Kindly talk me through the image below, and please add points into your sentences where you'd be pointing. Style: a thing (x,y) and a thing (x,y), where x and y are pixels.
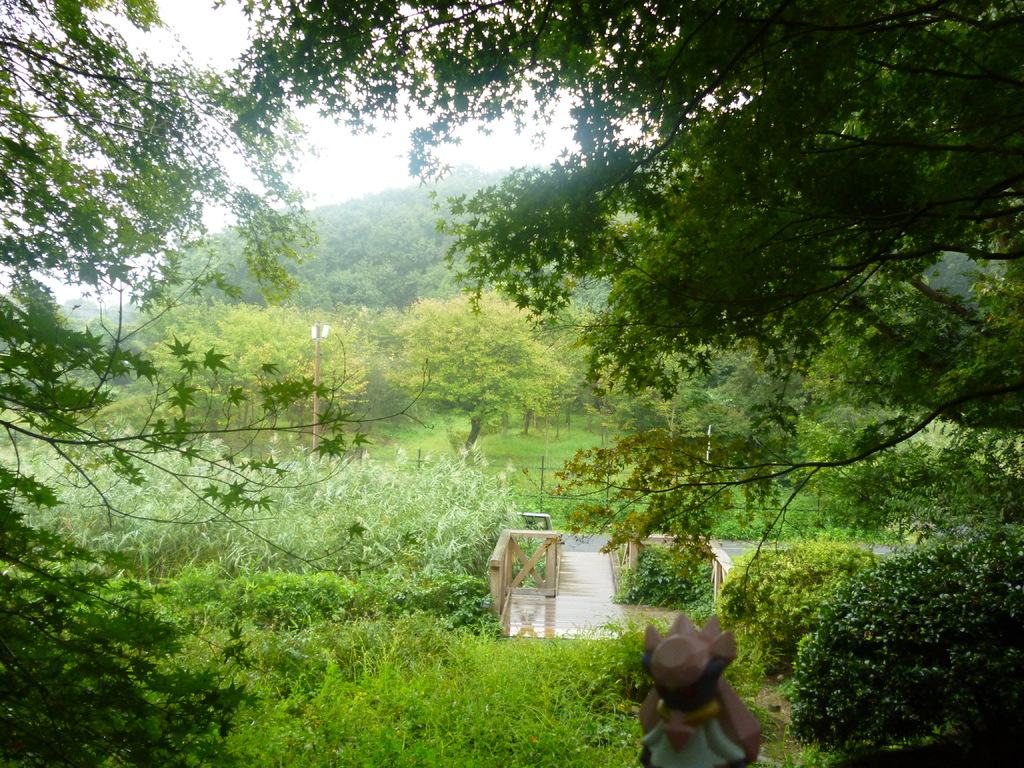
There are trees (48,602) and plants (560,640). Also there are wooden railing (548,565) with wooden path (615,608). In the background (318,202) there is sky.
